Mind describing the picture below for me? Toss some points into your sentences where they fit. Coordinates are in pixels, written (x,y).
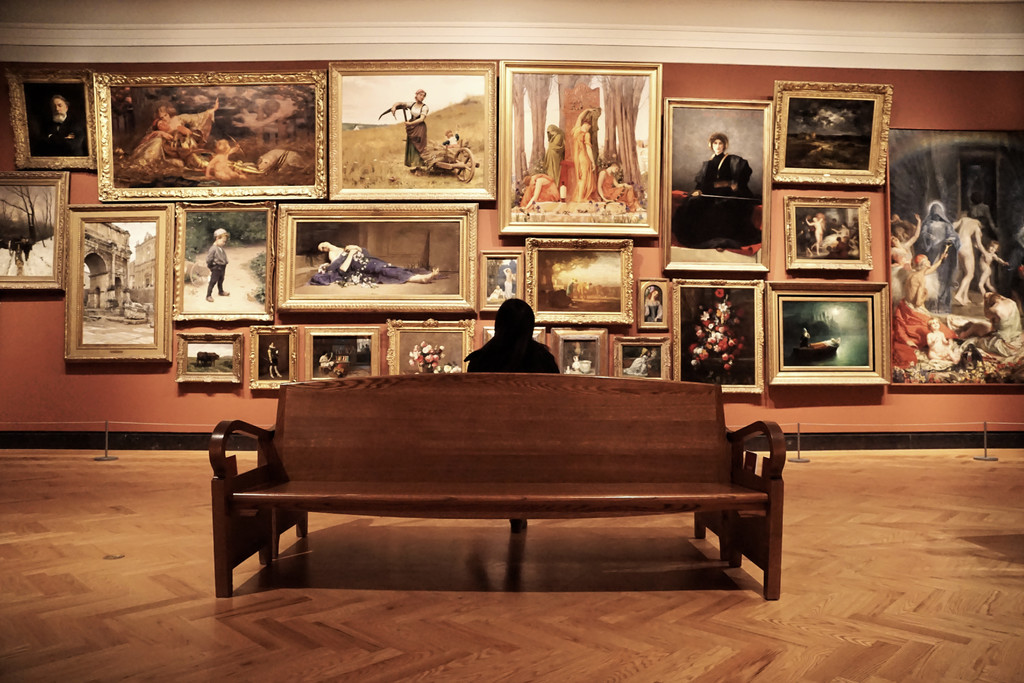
In this picture I can see there is a person (540,360) sitting on the bench (468,485) and there are few photo frames (220,122) on the wall (985,112) and in the photo frames (245,110) there are kid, woman (724,166), persons (710,172).
